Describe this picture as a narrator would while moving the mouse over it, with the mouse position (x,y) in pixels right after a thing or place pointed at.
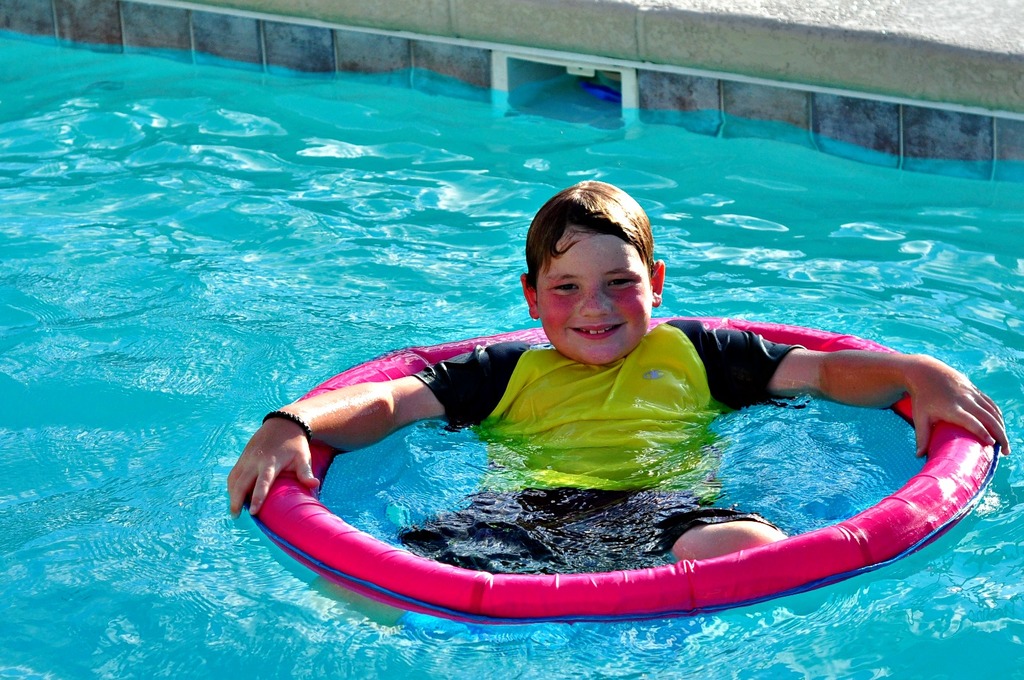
In this picture I can observe a boy (428,371) wearing green and black color T shirt (539,408). This boy (521,384) is in the water (392,270). He is holding a pink color ring (544,607) around him which is floating on the water (136,354). The boy (600,356) is smiling.
